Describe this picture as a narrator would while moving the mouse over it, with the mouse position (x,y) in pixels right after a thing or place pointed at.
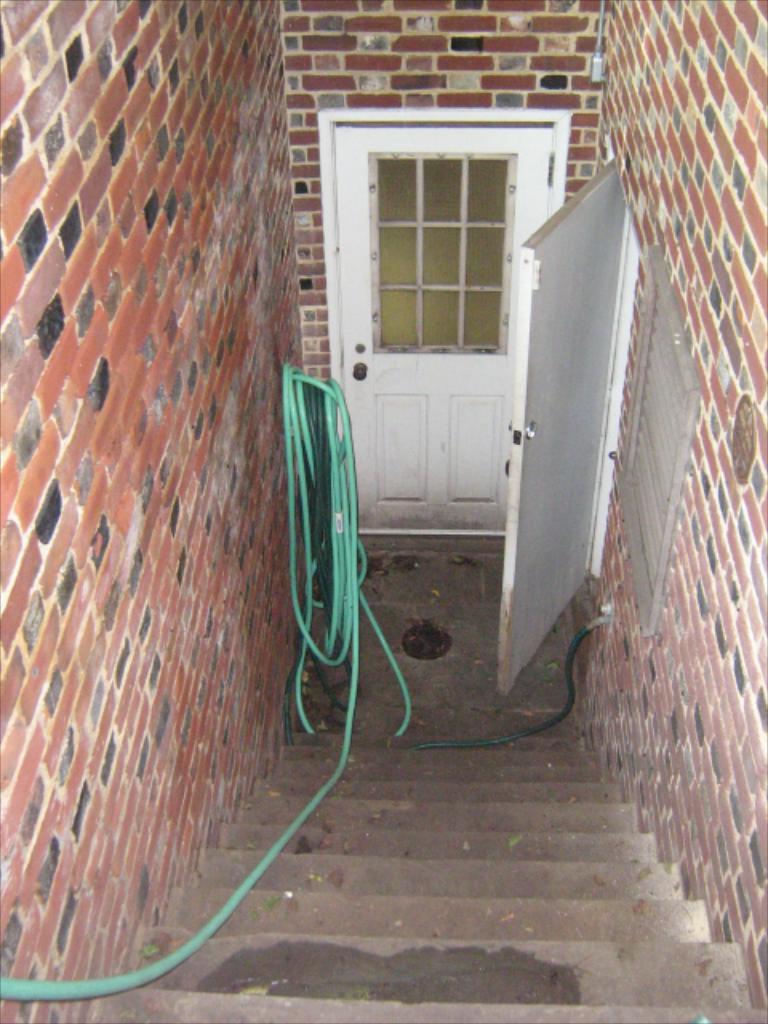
There are stairs (398,747). There is a green pipe (10,986) at the left (169,957). There are brick walls (19,1017) and 2 white door (508,398).
